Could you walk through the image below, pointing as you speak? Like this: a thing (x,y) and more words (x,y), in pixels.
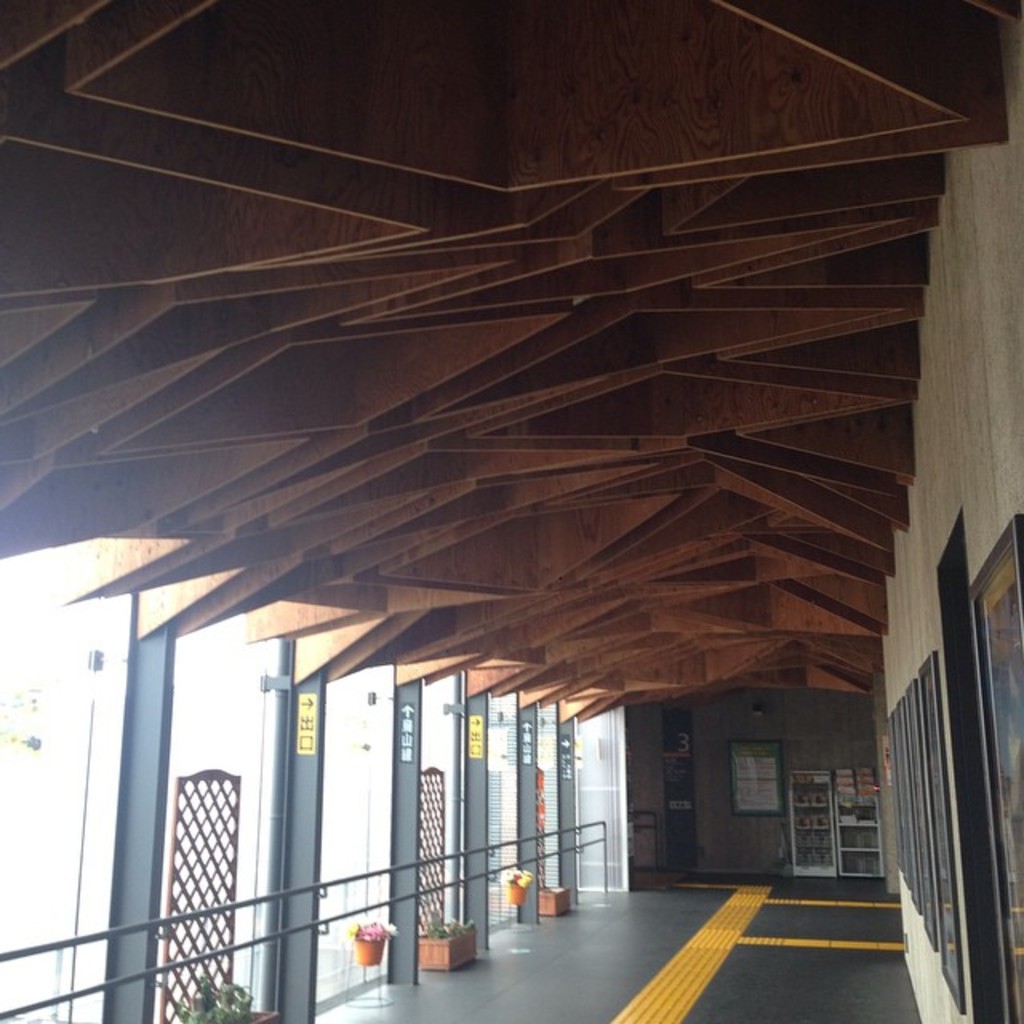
In this image I see the floor (665,933), plants (244,1017) in pots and I see few things (815,837) over here and I see the wall (1008,367) on which there are frames (983,600) and I see the pillars (293,749).
